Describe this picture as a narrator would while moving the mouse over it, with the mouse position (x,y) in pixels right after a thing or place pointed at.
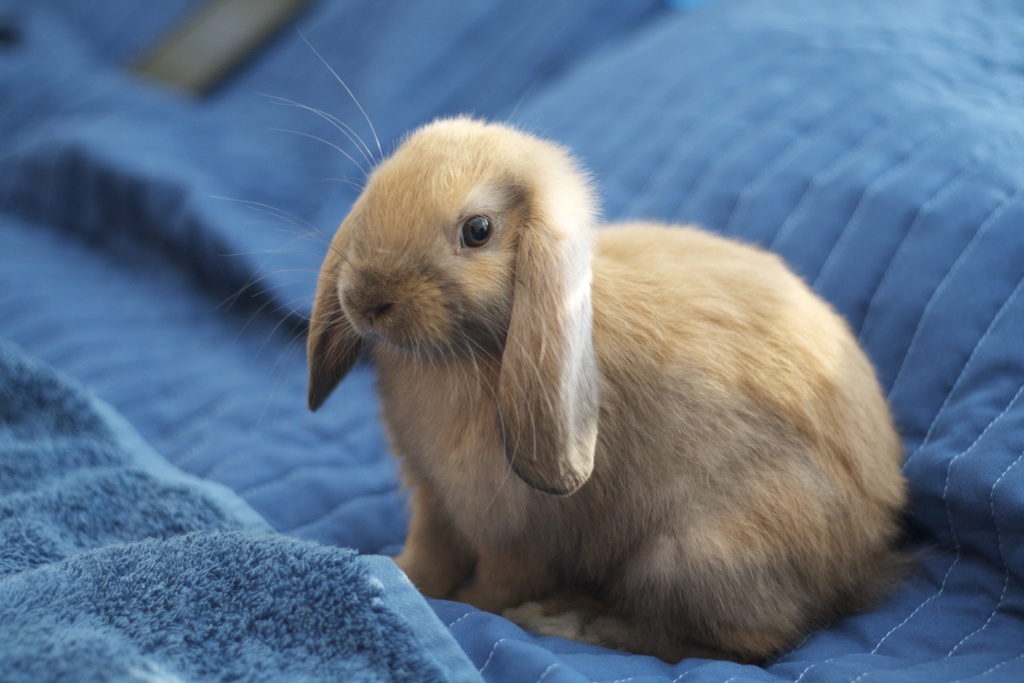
In this image, I can see a rabbit (687,582) sitting on the blanket (391,552). This blanket (241,354) is blue in color.
